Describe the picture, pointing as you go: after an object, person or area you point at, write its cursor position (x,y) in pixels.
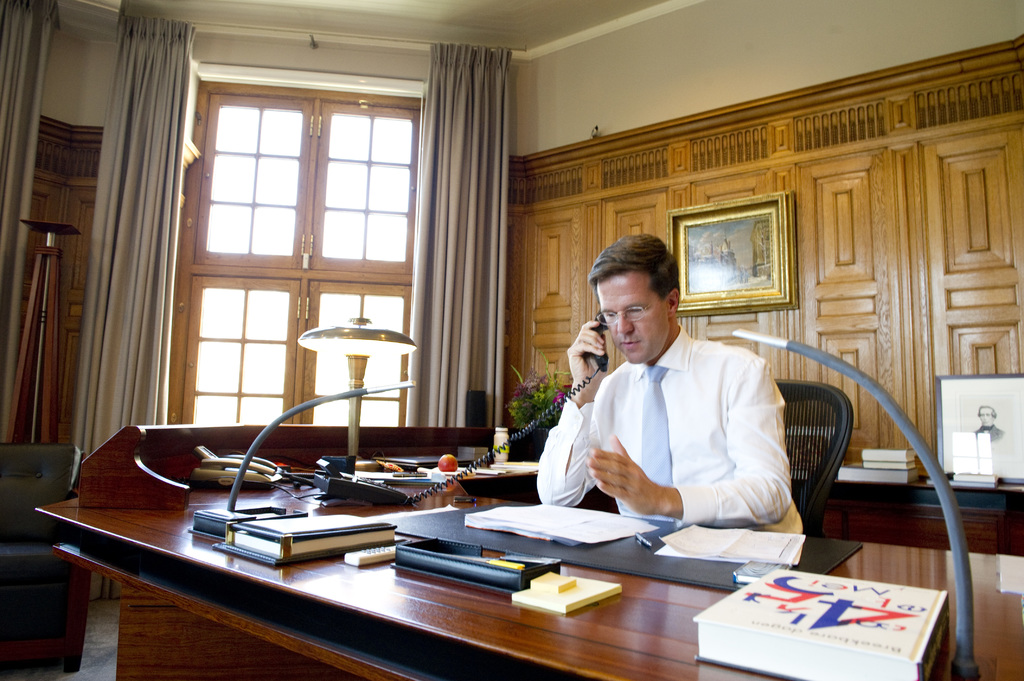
This is an inside view of a room (711,469). Here I can see a man (743,470) wearing white color shirt (714,449), sitting on the chair (813,492) and speaking on the telephone (602,325) which is placed on the table (375,509). On this table (635,619) I can see few books (723,643), papers (561,535), remote (365,555), apple (441,467), telephone (266,461) and some other objects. At the back of this man (589,345) there is another table (925,517) on which I can see few books (882,470) and also there is a wall (868,259) to which two frames (739,269) are attached. In the background (323,211) there is a window (273,228). On the both sides of this window (285,301) I can see the curtains (457,224).
